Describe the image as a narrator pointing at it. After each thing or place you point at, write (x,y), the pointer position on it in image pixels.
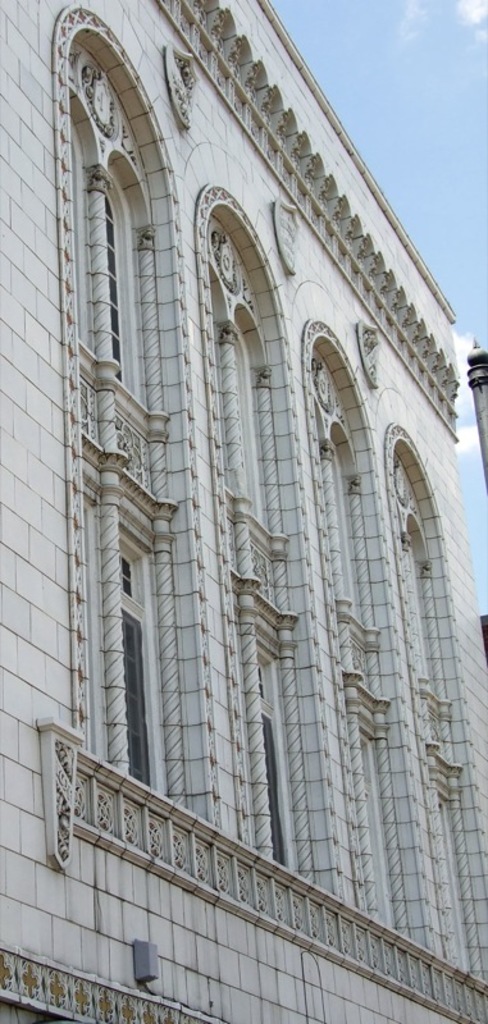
The picture consists of a building (138,440). At the top (385,80) it is sky (387,119).
